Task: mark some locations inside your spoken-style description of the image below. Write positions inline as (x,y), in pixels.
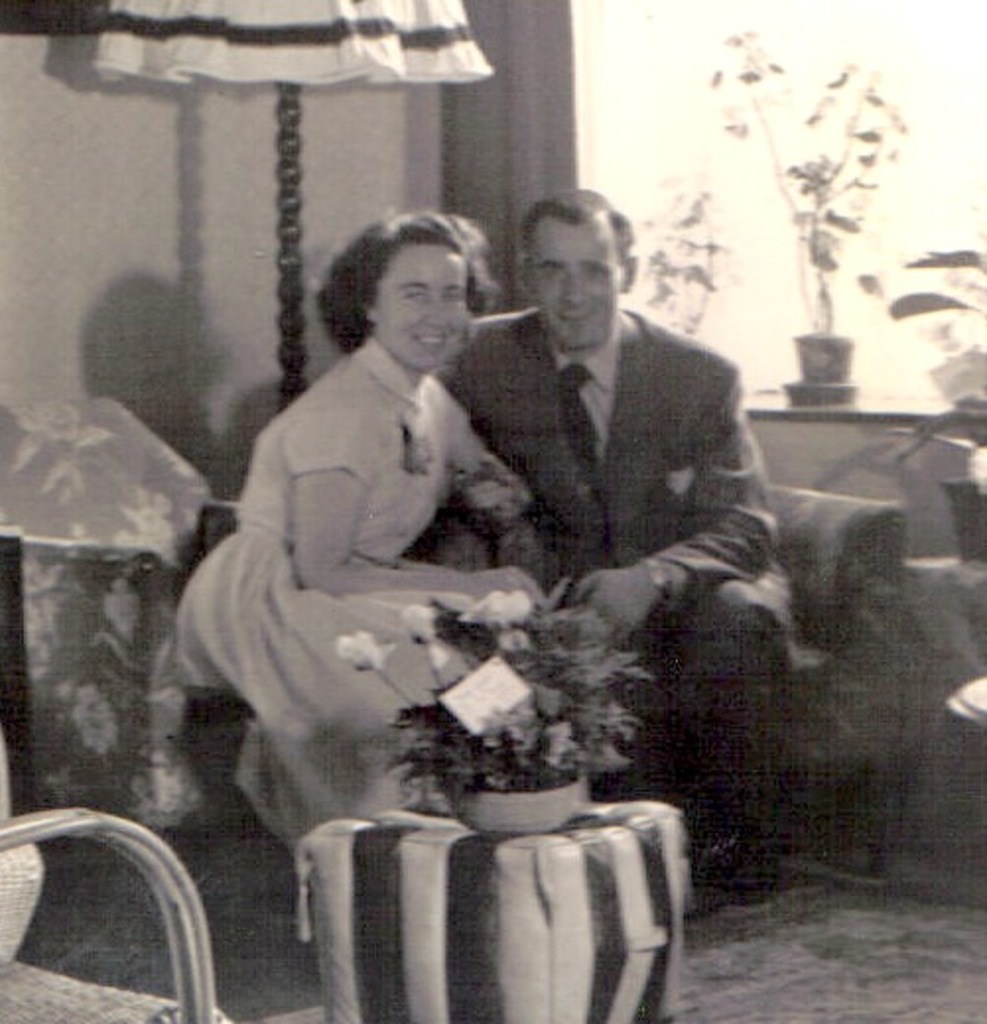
In this picture there is a man (690,423) who is wearing suit (634,496), watch (664,575), trouser (679,656) and shoe (727,889), beside him we can see a woman (422,357) who is wearing white dress (290,636). Both of them are sitting on the couch (869,635). At the bottom (567,735) there is plants (537,763) on the bowl (496,805) which is kept on this table (598,902). Backside of them we can see the lamp (388,17) near to the wall (127,232). On the right (957,361) we can see the plants (832,250) which is kept near to the window (895,379). In the bottom left corner (35,1000) there is a chair (21,989).
